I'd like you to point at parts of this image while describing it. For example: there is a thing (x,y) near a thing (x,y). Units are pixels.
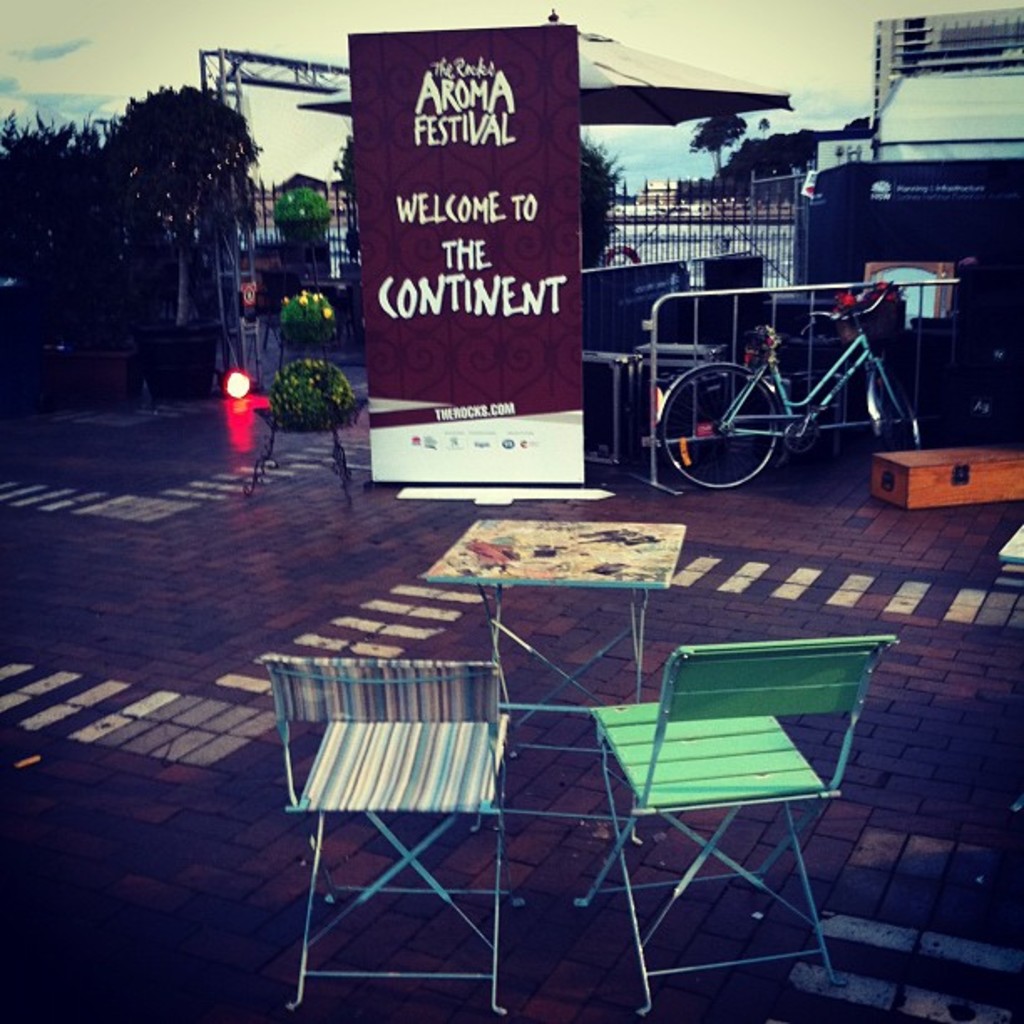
In this picture there is a table (496,581) and two chairs (702,779) here. There is a poster (442,297). Beside the poster (475,342) there is a bicycle (809,413) and a railing (733,313). In the background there is a building (938,193), trees (179,171) and sky (127,69) here.
